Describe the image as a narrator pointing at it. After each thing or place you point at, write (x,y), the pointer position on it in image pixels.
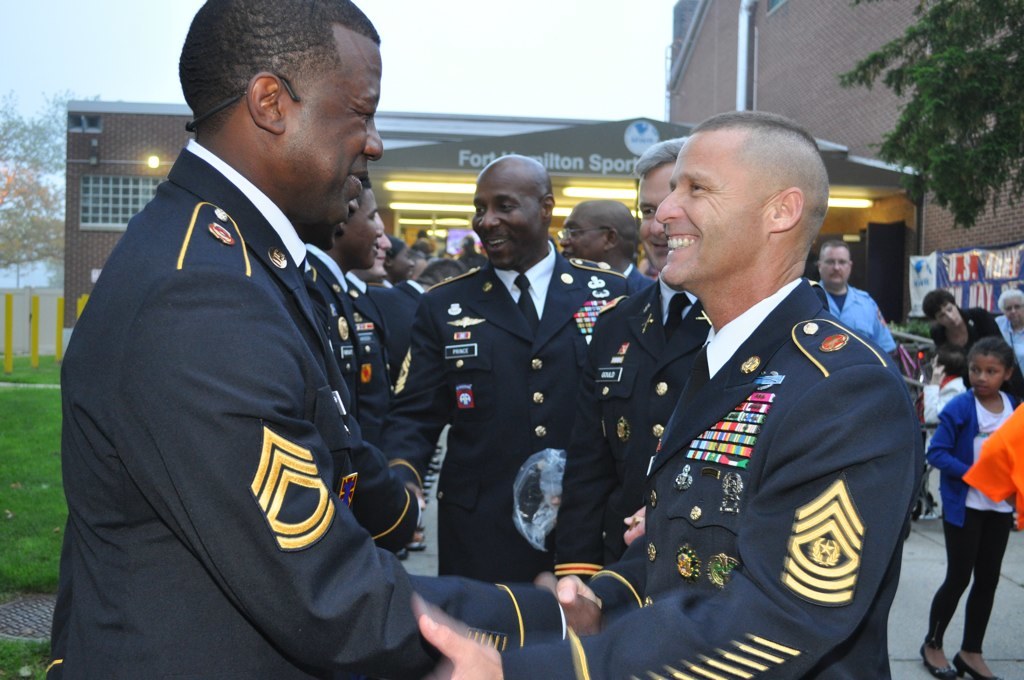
In the picture we can see some people (565,284) are standing and some they are in uniforms (151,353) and they are meeting each other and smiling and beside them, we can see a grass surface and on the other side, we can see a path (901,589) and some people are standing on it and near to them, we can see a tree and behind them we can see a building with a shop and lights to it and behind it we can see a sky (445,91).
